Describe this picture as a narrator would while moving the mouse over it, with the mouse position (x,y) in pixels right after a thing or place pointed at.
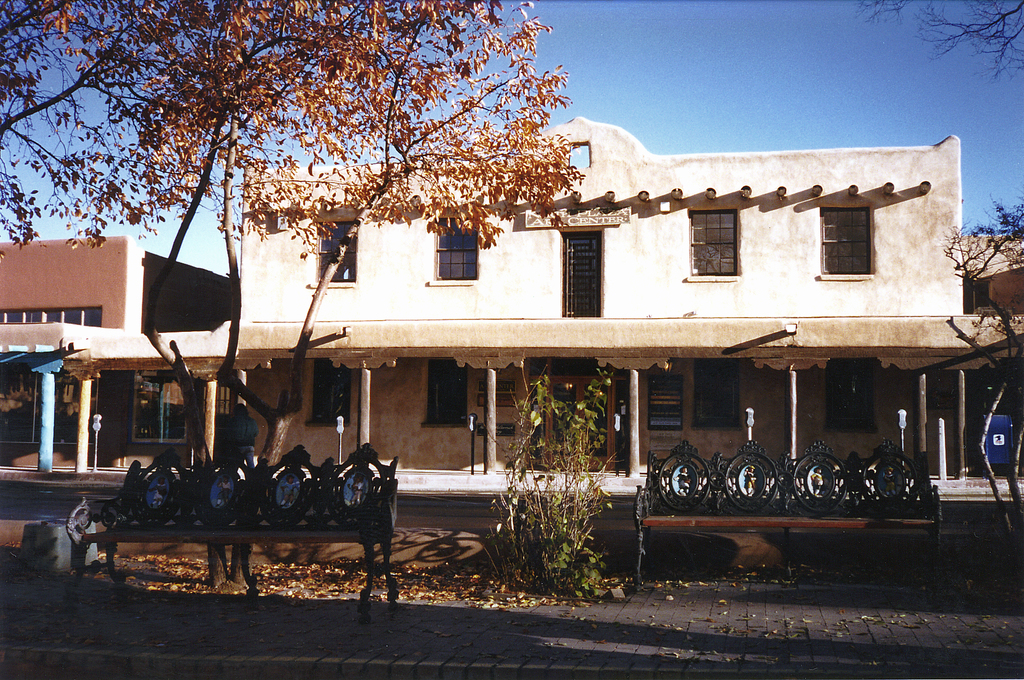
In this image we can see some buildings (504,284) with windows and the pillars (632,446). We can also see some poles (617,423), benches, plants (531,539), trees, some dried leaves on the ground (916,597) and the sky (842,126) which looks clear.
